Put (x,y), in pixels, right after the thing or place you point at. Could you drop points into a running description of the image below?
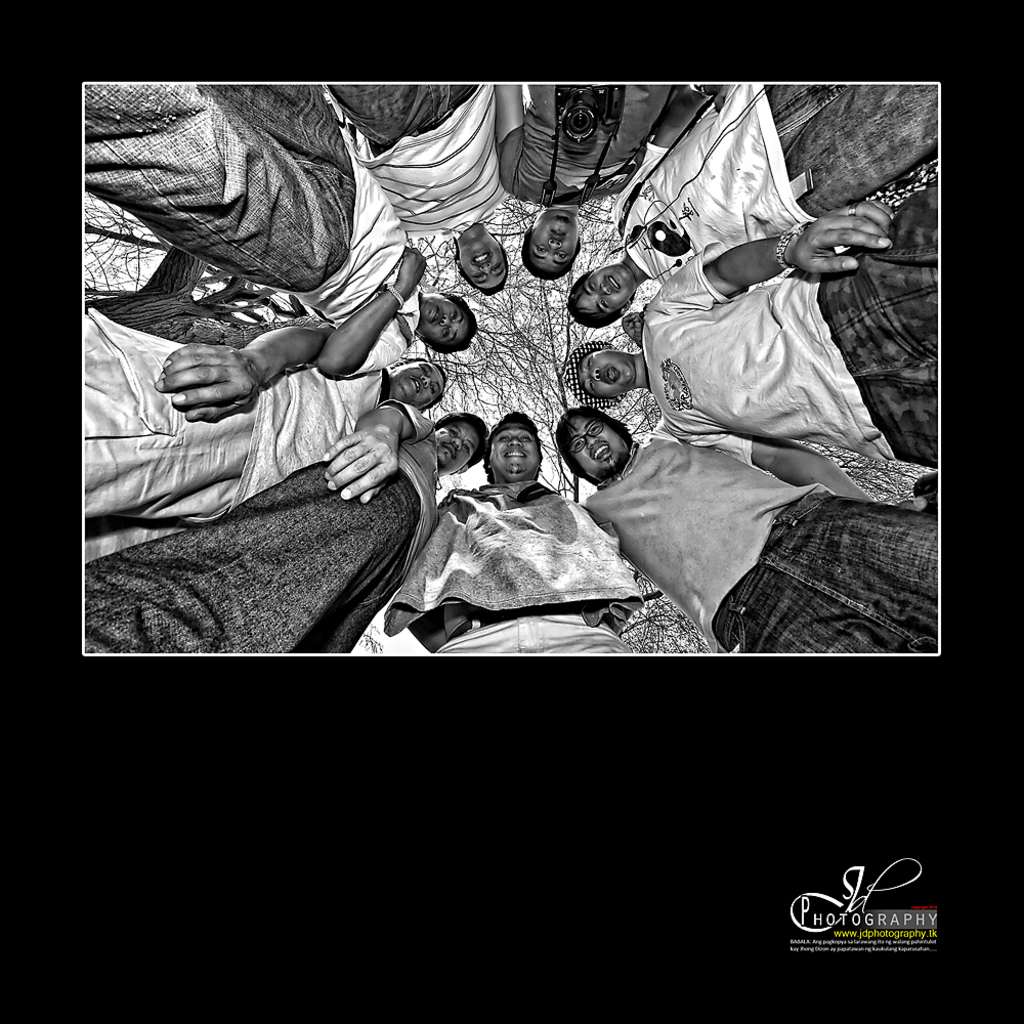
In this picture, we can see a few people (400,549), trees (558,387), and we can see some watermark (886,890) in the bottom right corner (896,935).
